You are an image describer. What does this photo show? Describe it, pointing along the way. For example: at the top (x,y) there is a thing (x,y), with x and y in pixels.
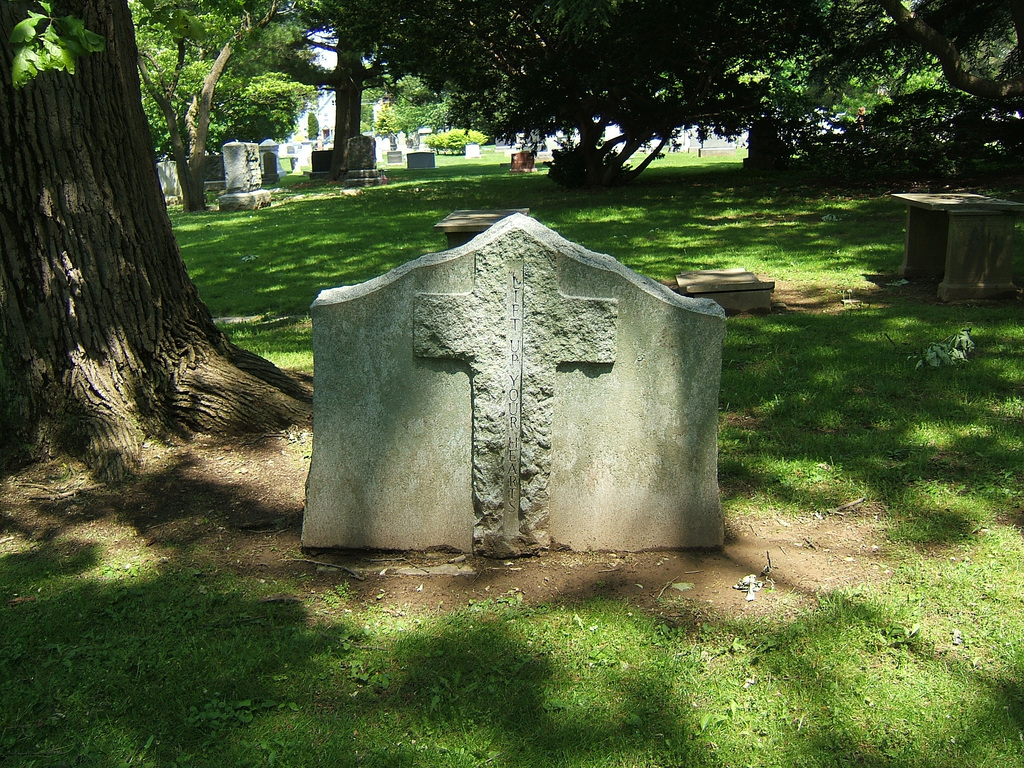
In the image we can see there is a cross mark (520,400) on the stone (568,375) and the ground (655,755) is covered with grass (613,210). Behind there is a graveyard (326,220) and there are lot of trees (717,27).
